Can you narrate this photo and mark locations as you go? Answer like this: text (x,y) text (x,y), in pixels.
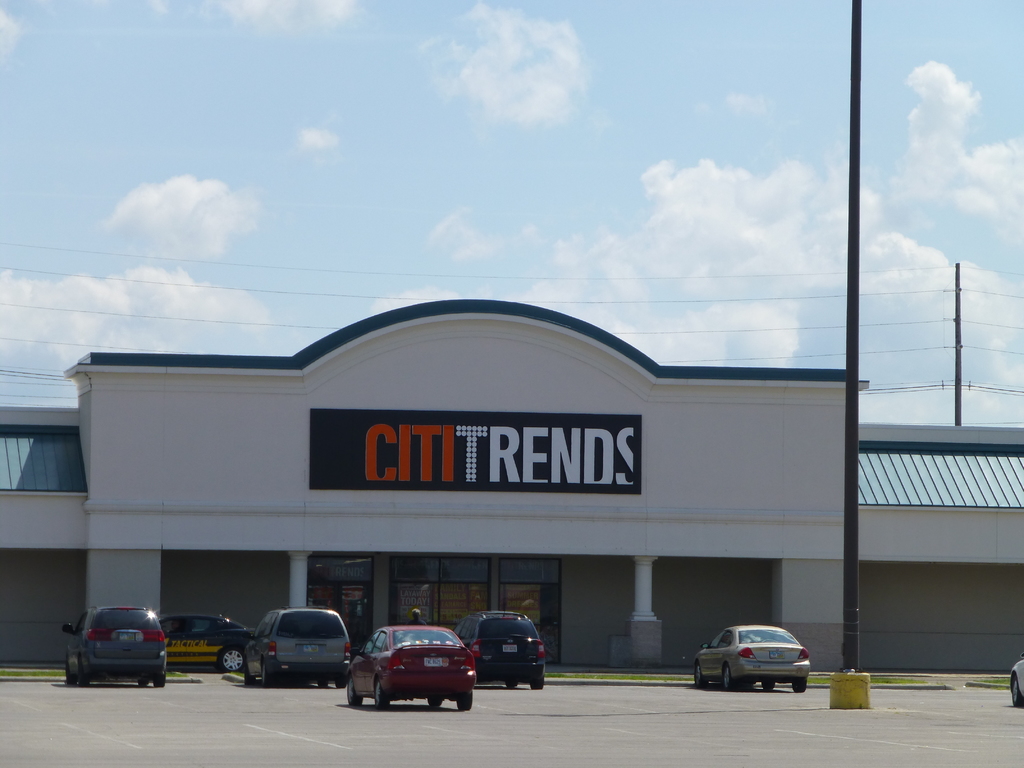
In this image we can see vehicles (231,624) on the road (88,715). There is a pole (850,616). There is a house (234,364) with some text (575,441). At the top of the image (293,124) there is sky (432,198) and clouds (767,197).
